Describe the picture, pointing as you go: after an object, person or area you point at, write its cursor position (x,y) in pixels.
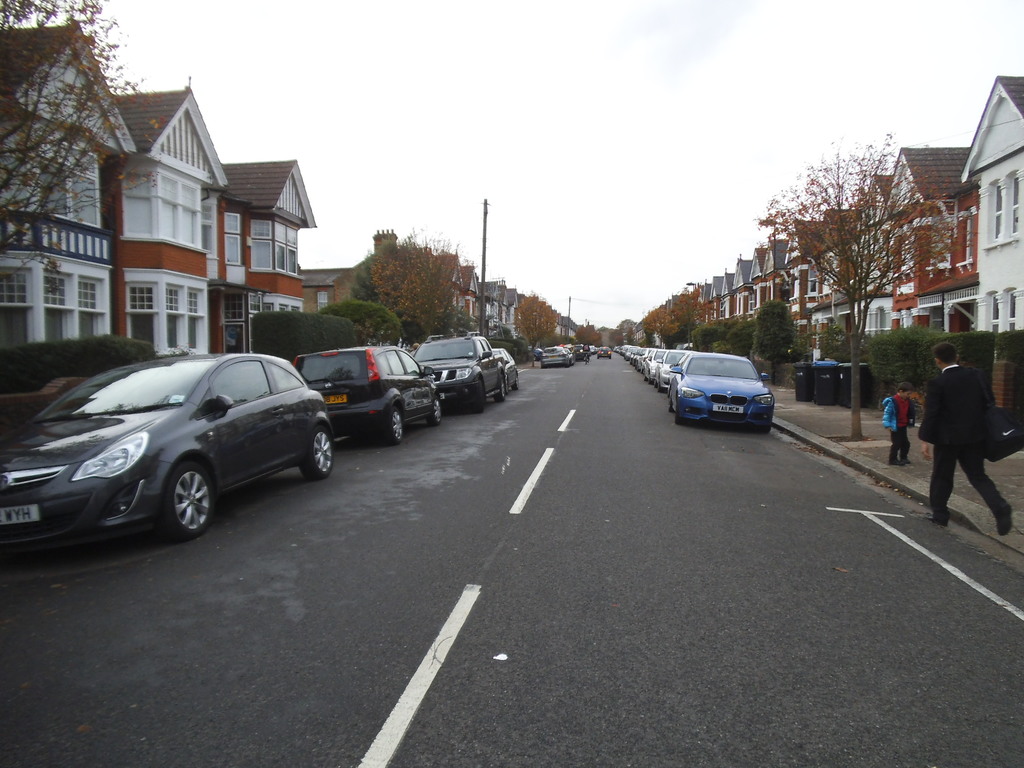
In the center of the image (673,375) there are cars (12,444) on the road (575,589). On the right side of the image (989,485) there are two people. Behind them there are dustbins (849,398). On both right and left side of the image (138,211) there are trees (668,338), buildings (1012,237). On the left side of the image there is a pole (488,205). At the top of the image (604,111) there is sky (661,64).
